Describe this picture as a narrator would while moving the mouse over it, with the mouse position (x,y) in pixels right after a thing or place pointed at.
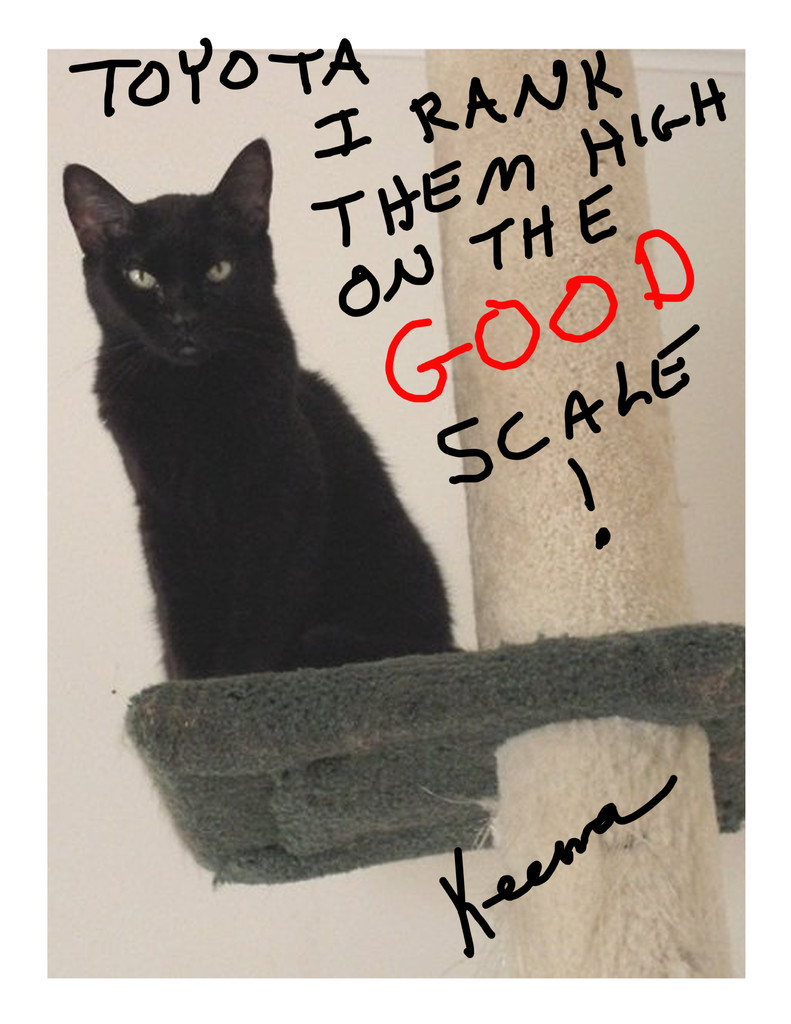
In the center of the image (317,506) we can see a cat (226,514). On the right (575,552) there is a pole (591,614). In the background (109,774) there is a wall (118,645) and we can see text (457,160) written.
